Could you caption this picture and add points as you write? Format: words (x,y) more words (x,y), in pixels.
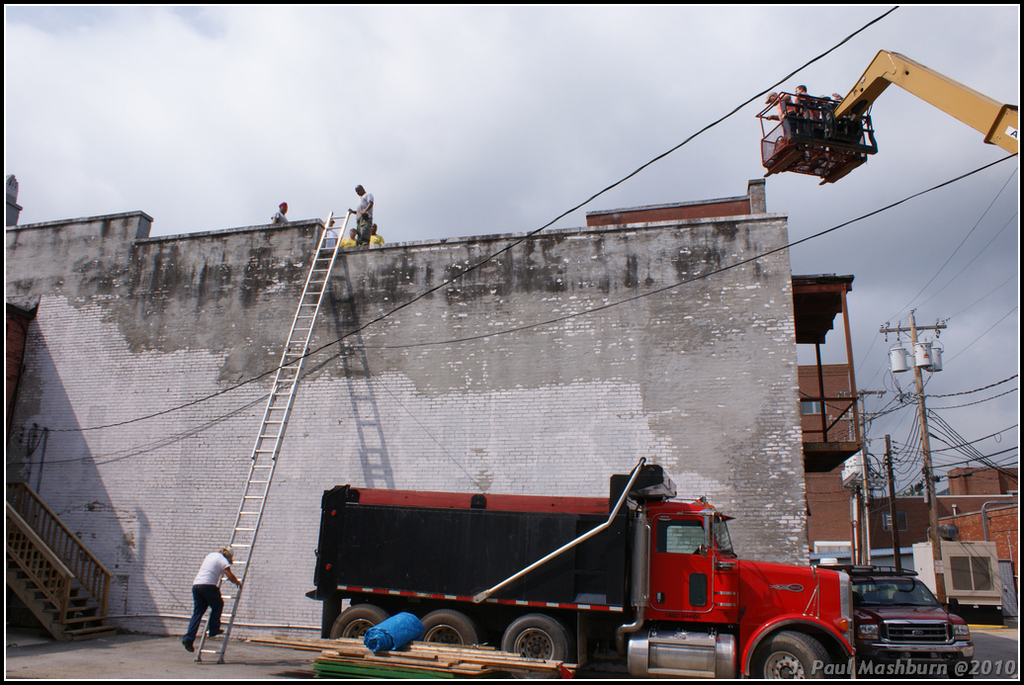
In this image I can see the ground (994,654), few vehicles (890,620) on the ground (106,675), few wires (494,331), few buildings (576,438), few poles (937,547), few stairs (56,598), a ladder (232,570), a person (219,556) climbing the ladder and few persons (357,232) on the building (299,234). In the background (465,146) I can see the sky (385,110).
